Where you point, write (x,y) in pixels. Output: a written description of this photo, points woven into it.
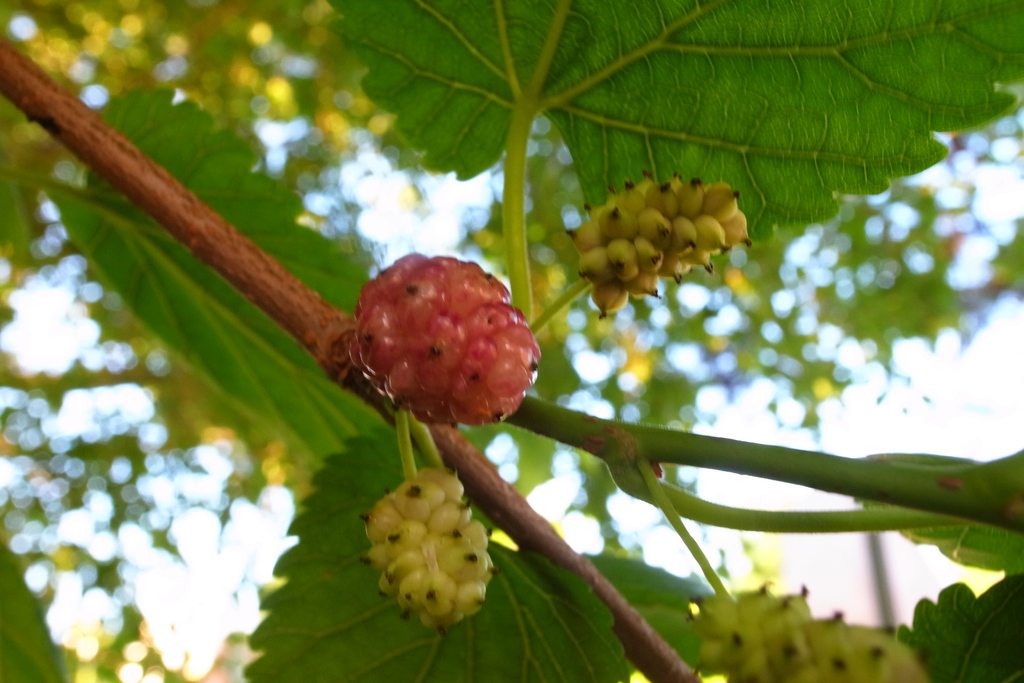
In this image we can see a branch (201,228) of a tree (39,75) with leaves (691,41) and fruits (681,271) and a blurry background (161,517).
